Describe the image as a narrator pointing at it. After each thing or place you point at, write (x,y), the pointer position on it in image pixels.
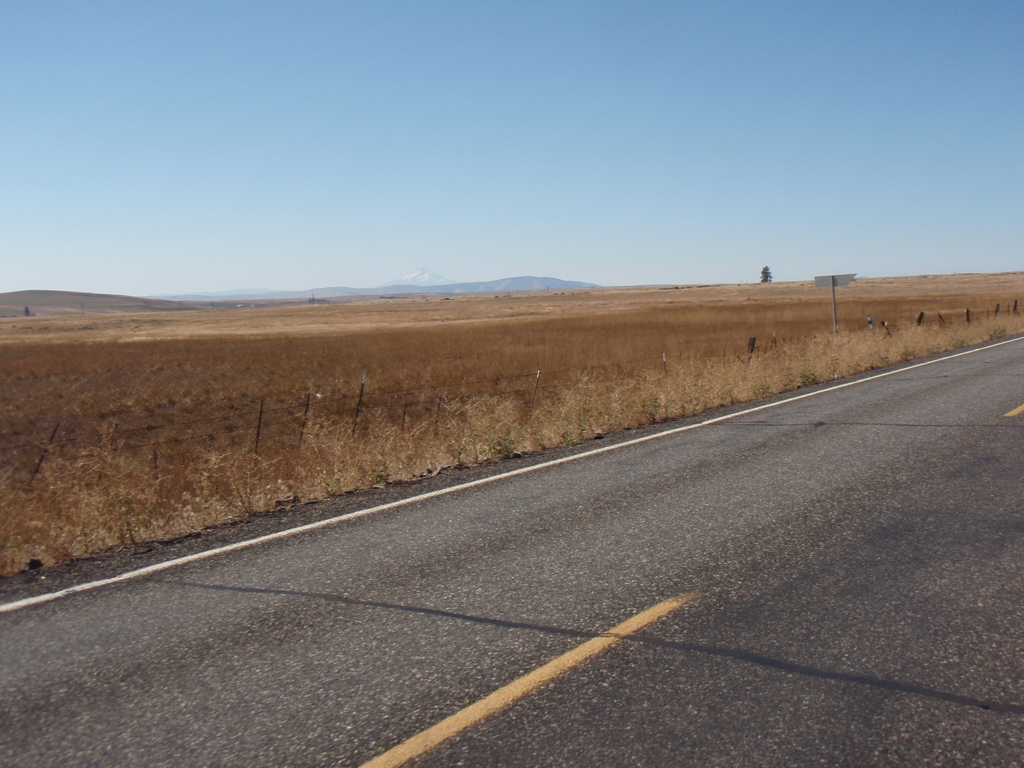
In this image I see the road (468,617) and I see the fencing (260,416) over here and I see the plants (364,397). In the background (971,257) I see the sky (569,113) and I see a white color board (837,280) on this pole (836,326).
